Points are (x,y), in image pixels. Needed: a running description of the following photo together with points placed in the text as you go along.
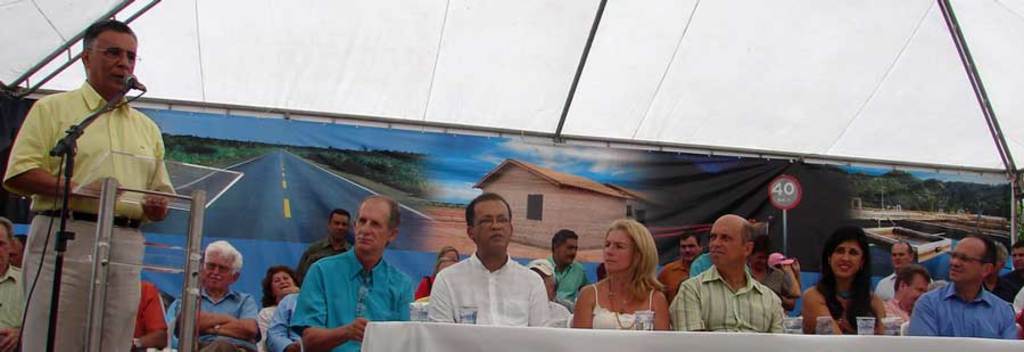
Here we can see some persons (544,317) are sitting on the chairs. This is table (606,337). On the table (488,324) there is a cloth (455,327), and glasses (428,314). Here we can see a man (59,177) talking on the mike (142,92) and he has spectacles (100,52). This is podium (99,319). In the background (249,216) there is a banner (688,201) and this is roof (622,71). On the banner (595,180) we can see house (591,220), pole (786,211), board (793,195), road (307,203), trees (223,150), and sky (446,168).
